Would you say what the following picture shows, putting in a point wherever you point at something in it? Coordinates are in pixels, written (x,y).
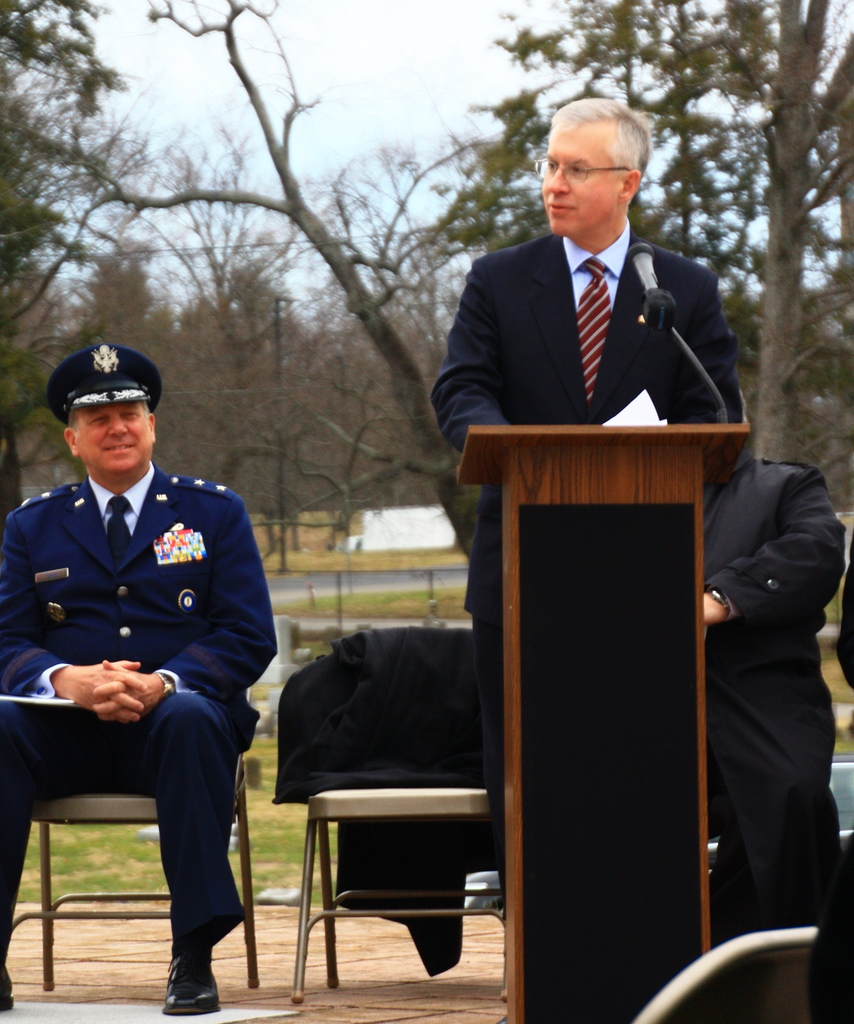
In the image we can see there is a man (584,290) who is standing and in front of him there is a podium (631,668) and at the back (74,587) people (98,599) are sitting.
